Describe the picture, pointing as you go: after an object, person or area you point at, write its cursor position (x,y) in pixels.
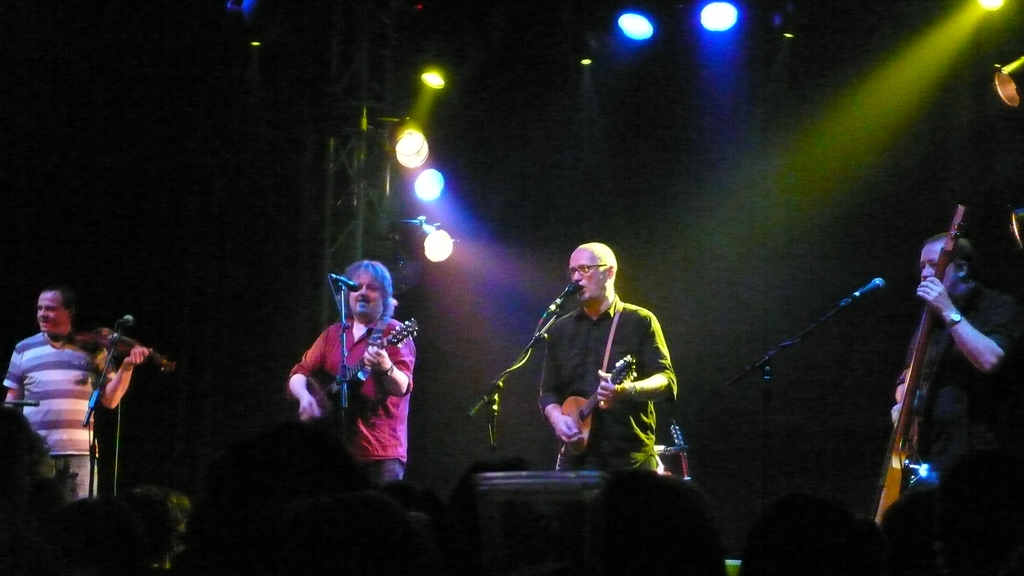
In the image there are four people (66,375) who are standing in front of a microphone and playing their musical instruments (884,486) at bottom (177,521) there are group of people (927,521) as audience (911,515), on top (611,94) there is a roof (401,121) with few lights (398,145).
